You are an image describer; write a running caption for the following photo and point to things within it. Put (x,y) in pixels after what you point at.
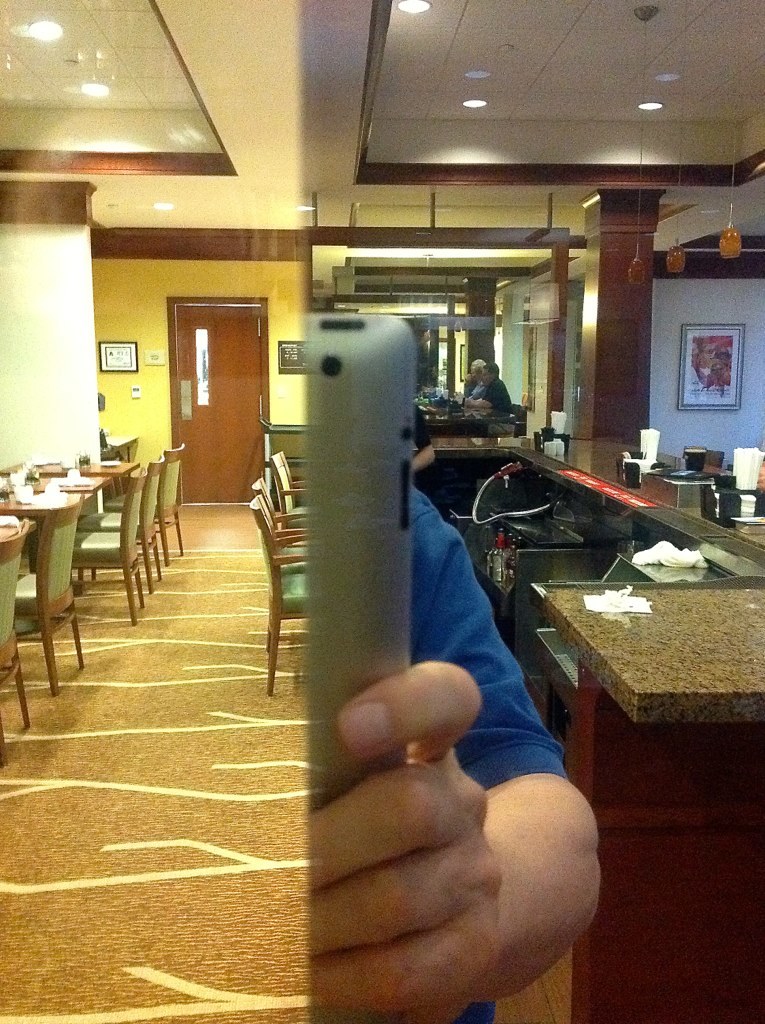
In the image we can see there are many chairs (159,520) and a table (51,466). This is a floor (250,638), door (213,403), frame (117,362), light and we can see there are even people (482,406) wearing clothes (479,673).
